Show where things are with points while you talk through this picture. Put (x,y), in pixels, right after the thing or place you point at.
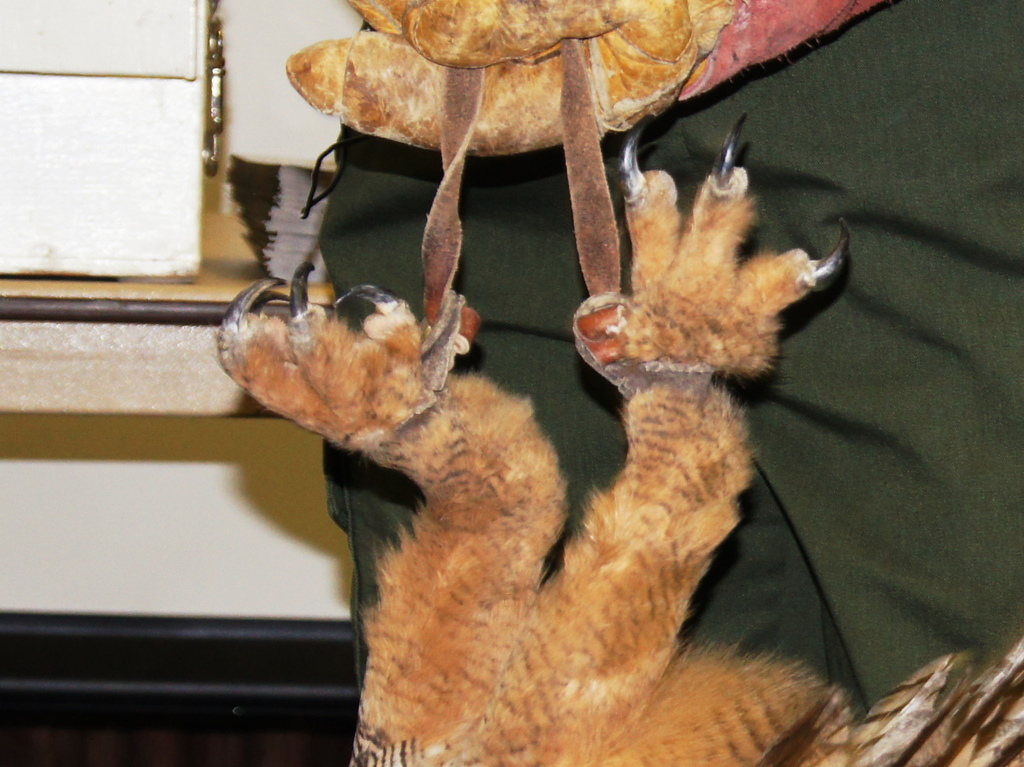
In this picture we can see a bird (437,505). We can see a glove (519,36) in the hand (500,132) of a person (469,175) holding leather ropes (573,114) tied to the legs (646,481) of this bird (658,489). We can see a rod (130,308) and other objects (112,269) in the background (176,314).
